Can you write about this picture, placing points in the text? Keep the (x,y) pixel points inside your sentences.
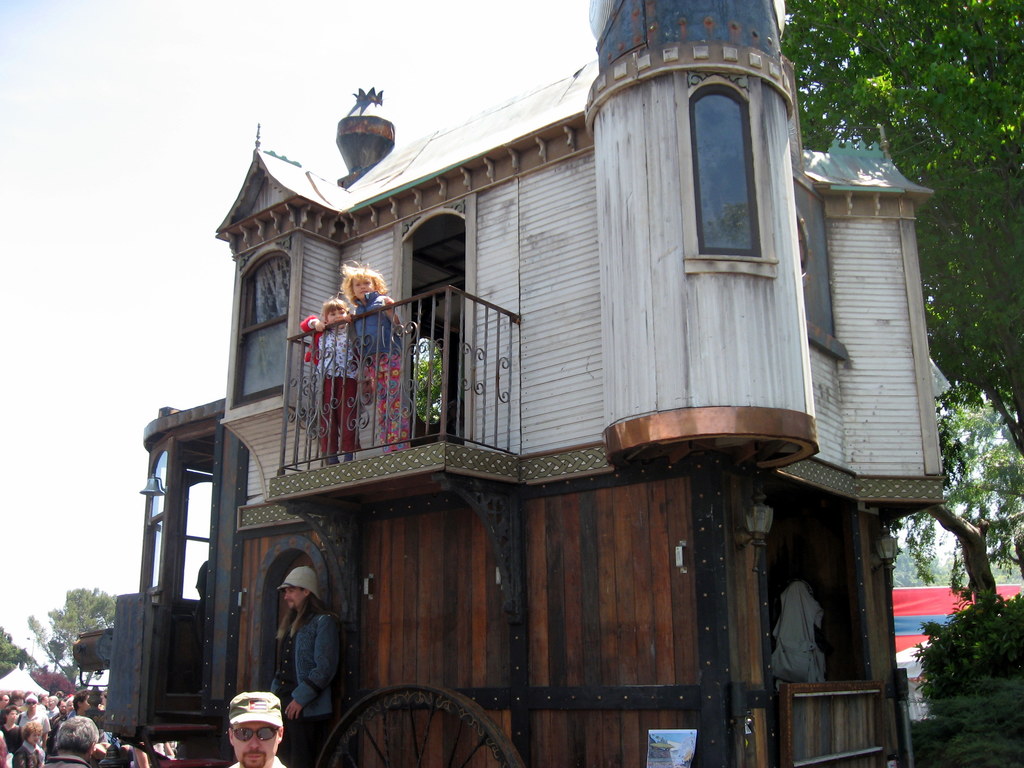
In this picture we can see a building (568,579) here, at the left bottom (73,704) there are some people (50,724) standing, we can see a tree (975,200) here, there is a balcony (470,465) and railing (425,387) here, there is the sky (207,70) at the top of the picture (198,70).
